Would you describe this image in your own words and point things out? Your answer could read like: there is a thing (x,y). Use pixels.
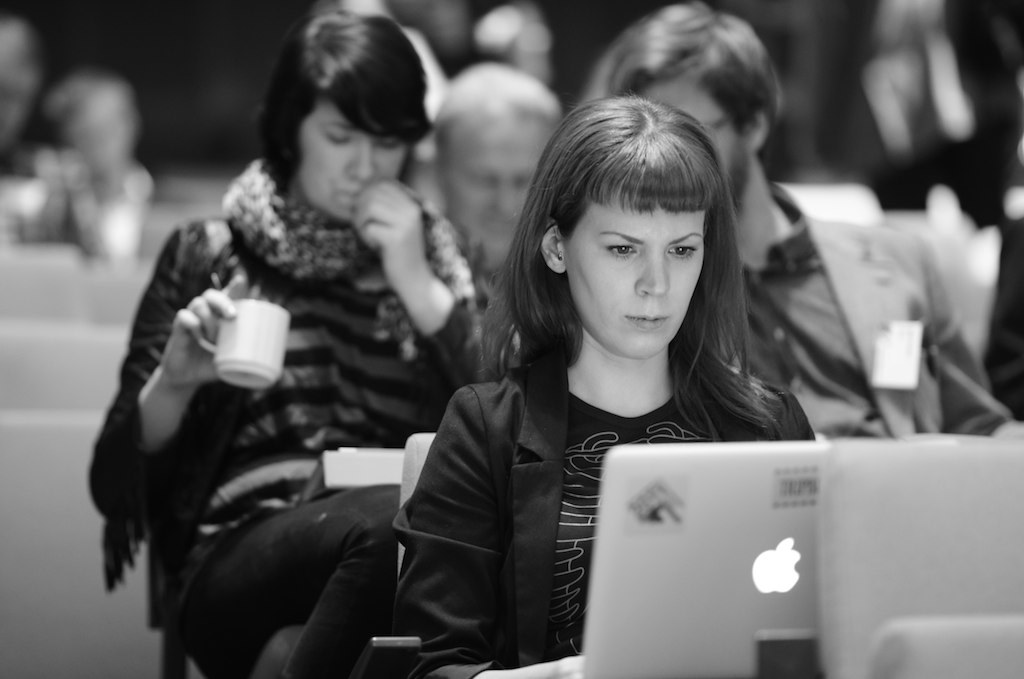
Here in the front (603,287) we can see a woman (548,458) sitting on a chair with a laptop (593,600) in front of her and behind her we can see number of people (413,231) sitting on chairs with coffee cups (251,330) and books (326,483) with them.
